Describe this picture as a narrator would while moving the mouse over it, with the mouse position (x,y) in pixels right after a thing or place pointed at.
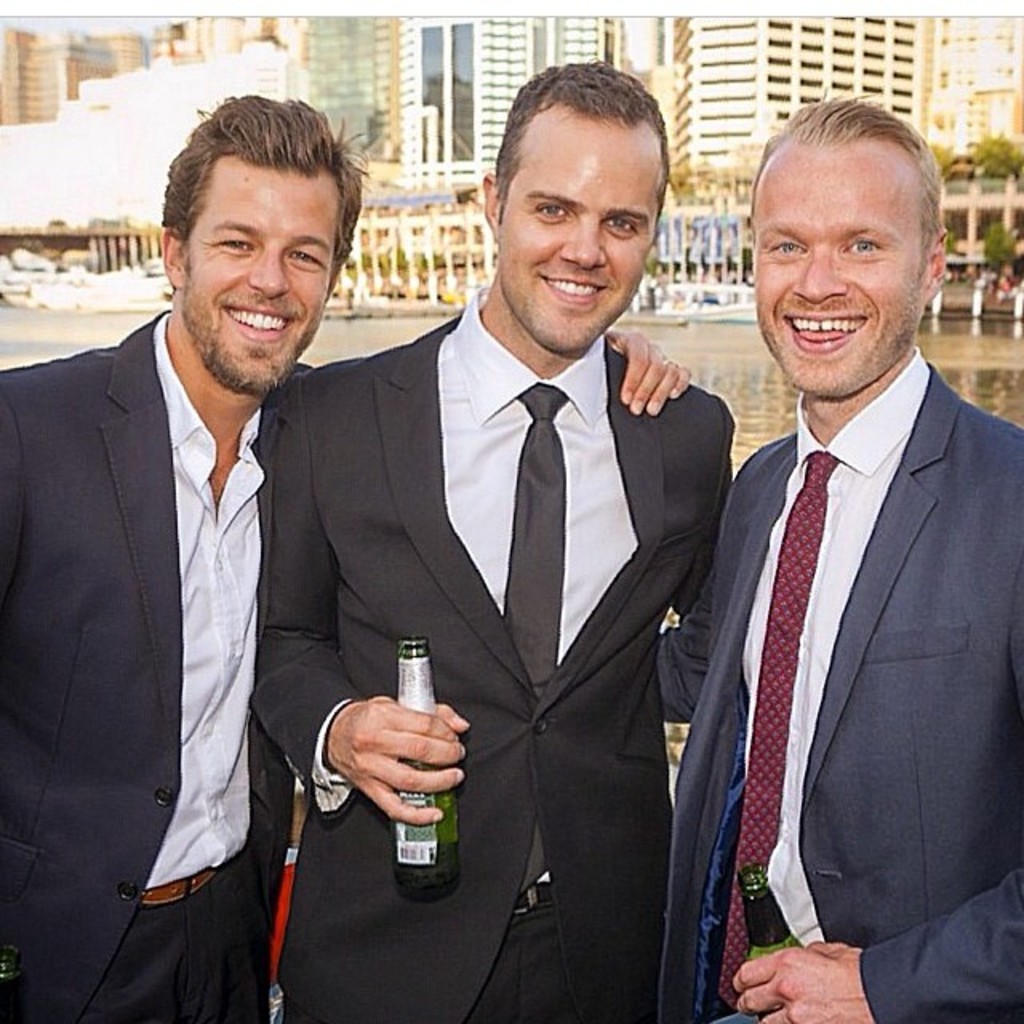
In this image we can see three men (517,605) standing. In that two men (686,788) are holding the bottles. On the backside (443,210) we can see a water body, a group of buildings (457,210), some pillars (487,270), trees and the sky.
